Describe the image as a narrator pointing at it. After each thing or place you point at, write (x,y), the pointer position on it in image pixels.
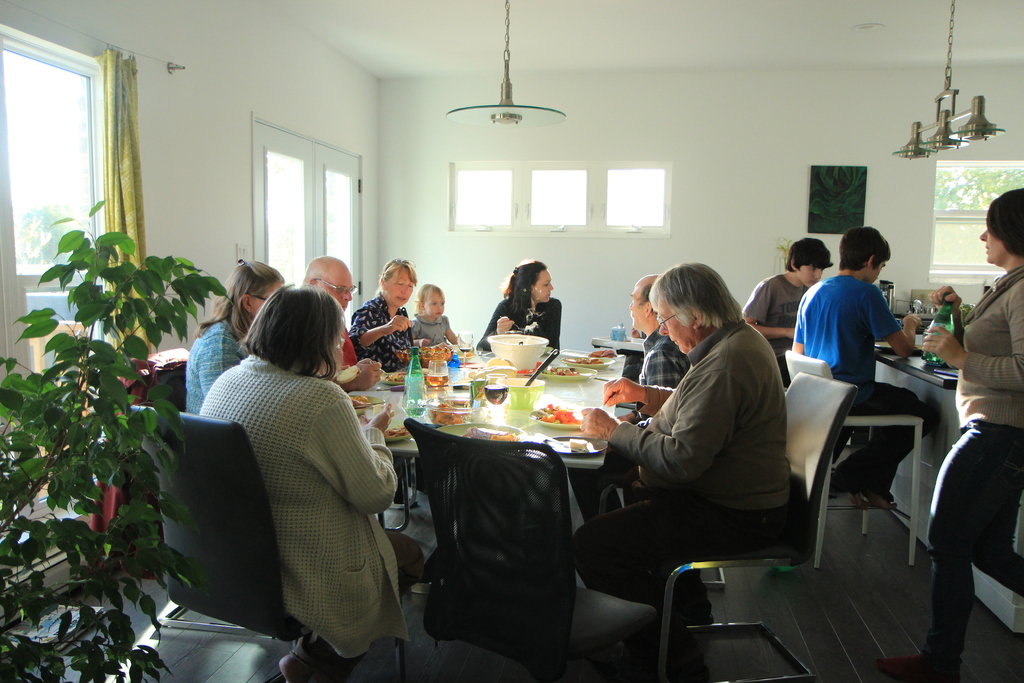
In this image i can see few persons (671,463) sitting on chair (464,475) there are few eatable items (556,375) on the table (525,409) at the back ground (594,276) i can see a wall (580,280), window (571,215), curtain (131,193), a small plant (119,234).
